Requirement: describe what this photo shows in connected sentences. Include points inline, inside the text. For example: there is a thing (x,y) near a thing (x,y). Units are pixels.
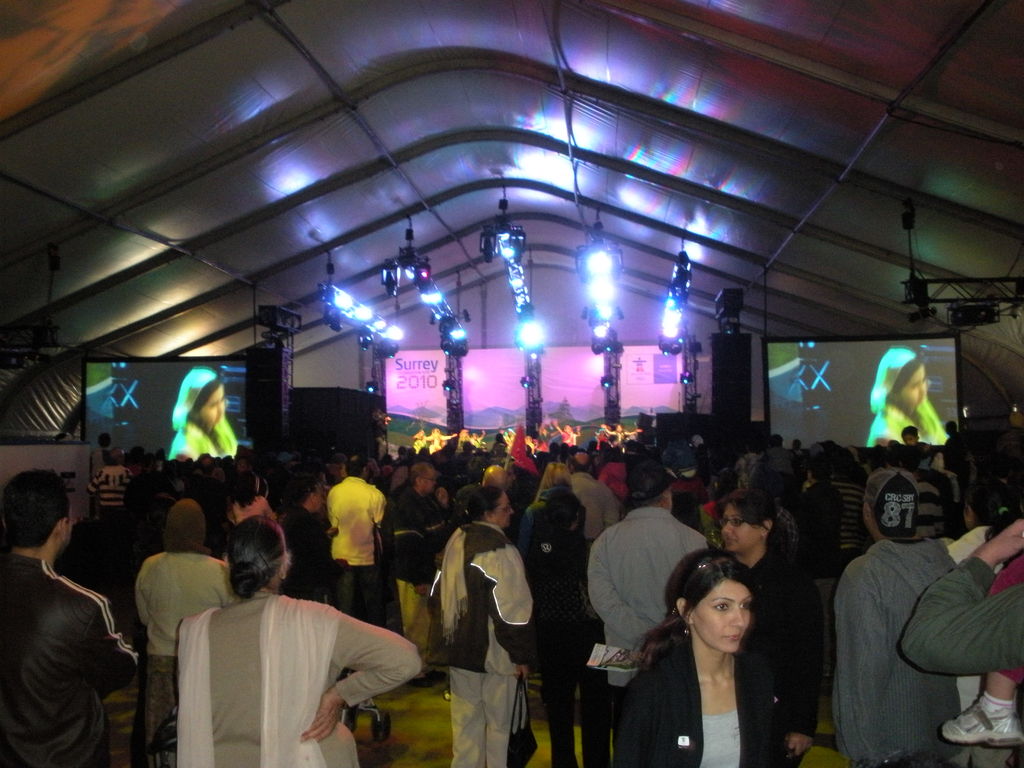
In this image there are some persons (548,541) standing at bottom of this image (616,568) and there are some screens (153,415) in the background (638,400) and there are some lights (532,338) arranged at top of this image (511,228) and as we can see there is a roof (586,140) at top of this image (506,131).
